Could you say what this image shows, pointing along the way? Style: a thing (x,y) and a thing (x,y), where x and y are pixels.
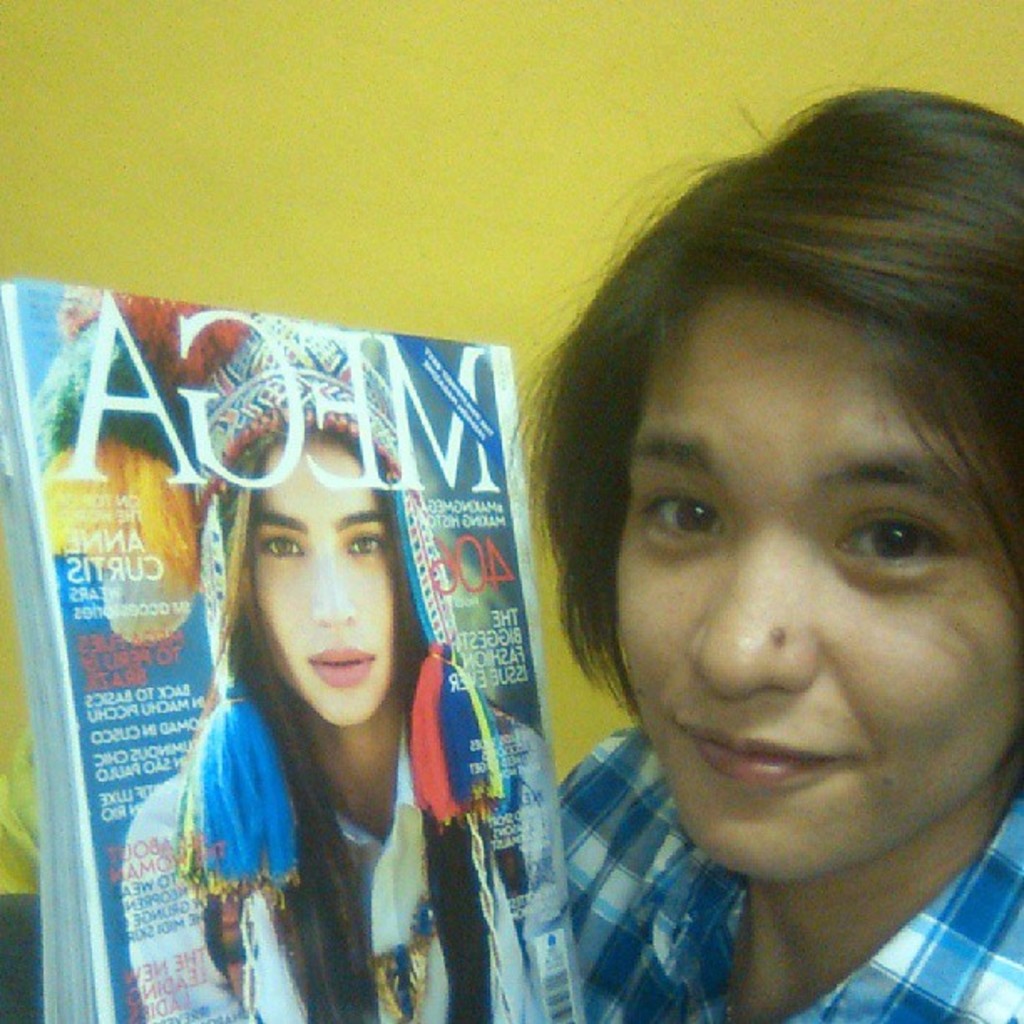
In this image I can see a woman (879,595), holding a book (399,607), on the book (399,607) I can see a woman picture (368,721) and text (428,426), in the background (218,156) I can see a yellow color wall (462,99).
